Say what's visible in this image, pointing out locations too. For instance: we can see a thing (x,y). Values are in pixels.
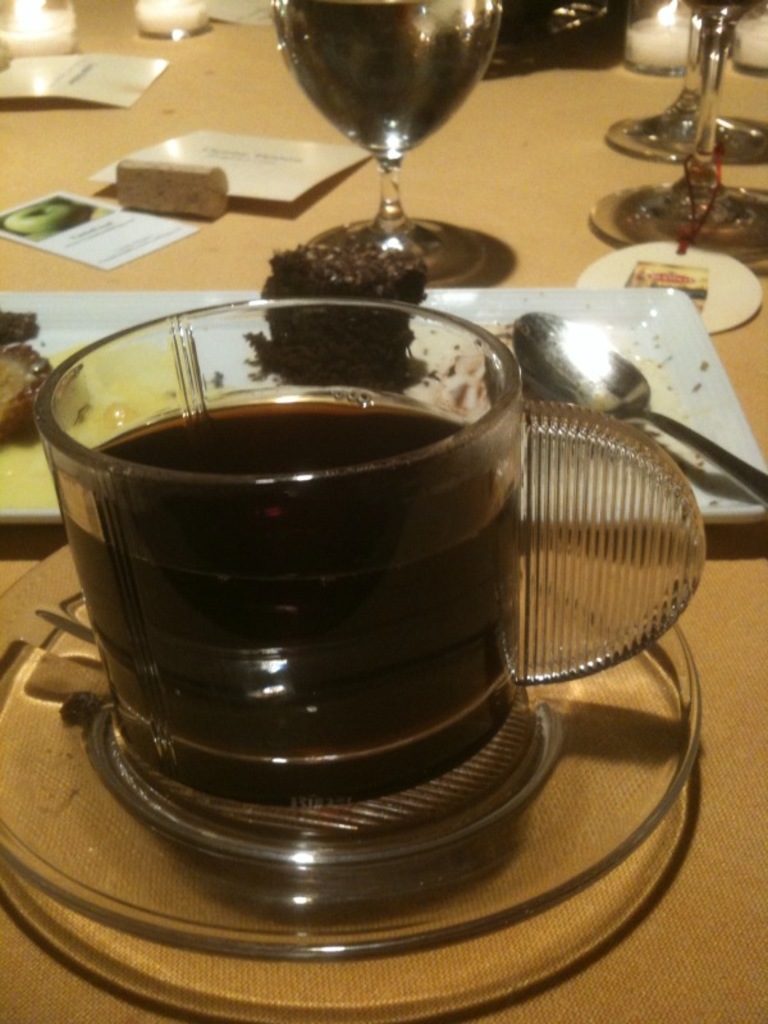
In this image there is a table (526,131) and on top that there is a cup (343,775), saucer (423,893), tea (443,538), plate (658,317), spoon (567,381), a brownie (369,285), glass (356,66) and wine (384,80) in it, candle (647,50) and food (41,368).
